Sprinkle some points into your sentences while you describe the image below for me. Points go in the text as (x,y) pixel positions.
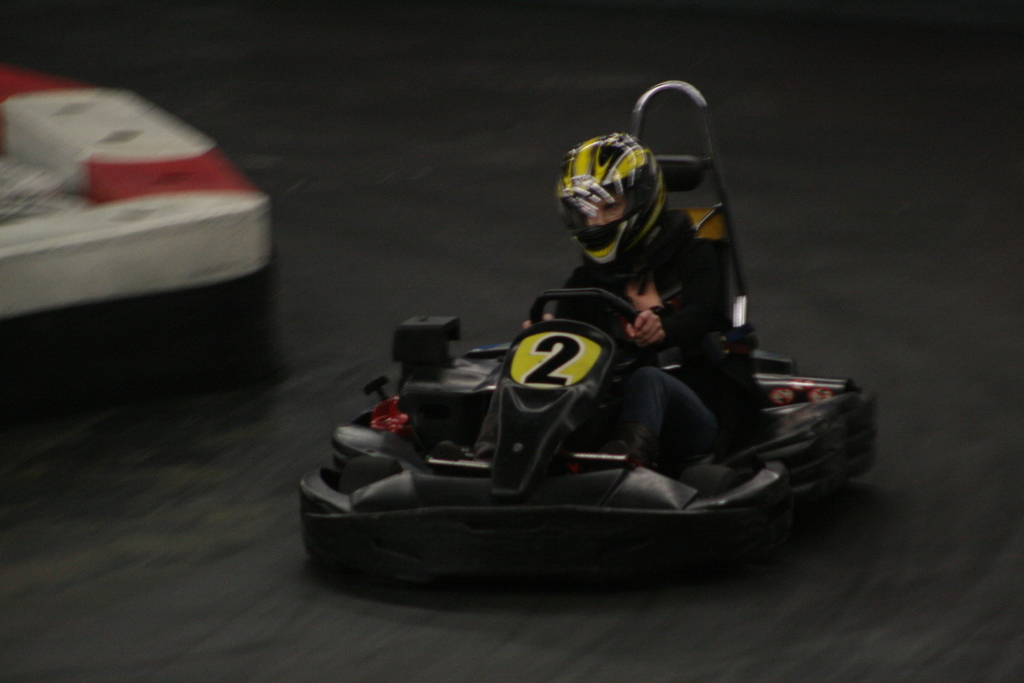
In this image I can see a person (588,189) wearing a helmet (611,160) to the head (639,205) and driving a go-kart (570,467). On the left side (25,249) there is a white color object (107,249).
